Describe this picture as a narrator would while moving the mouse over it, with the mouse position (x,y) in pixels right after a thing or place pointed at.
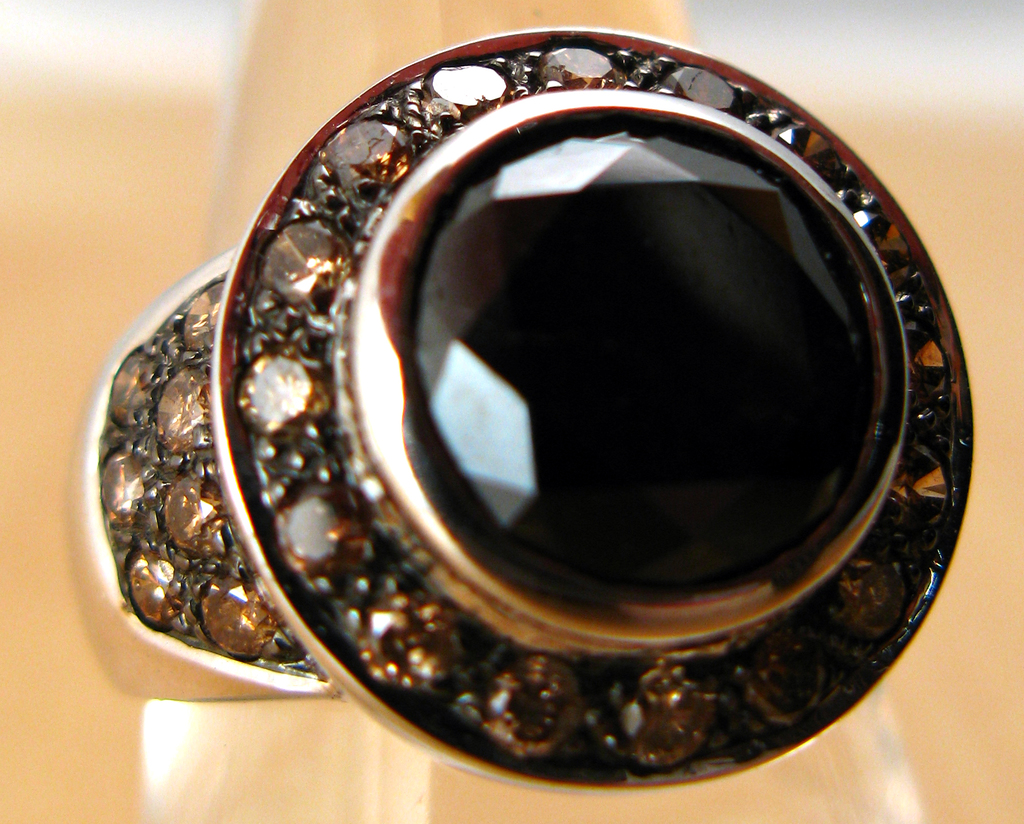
In this image, I can see colorful stones (464,478) and a wall (84,628). This image taken, maybe in a house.
